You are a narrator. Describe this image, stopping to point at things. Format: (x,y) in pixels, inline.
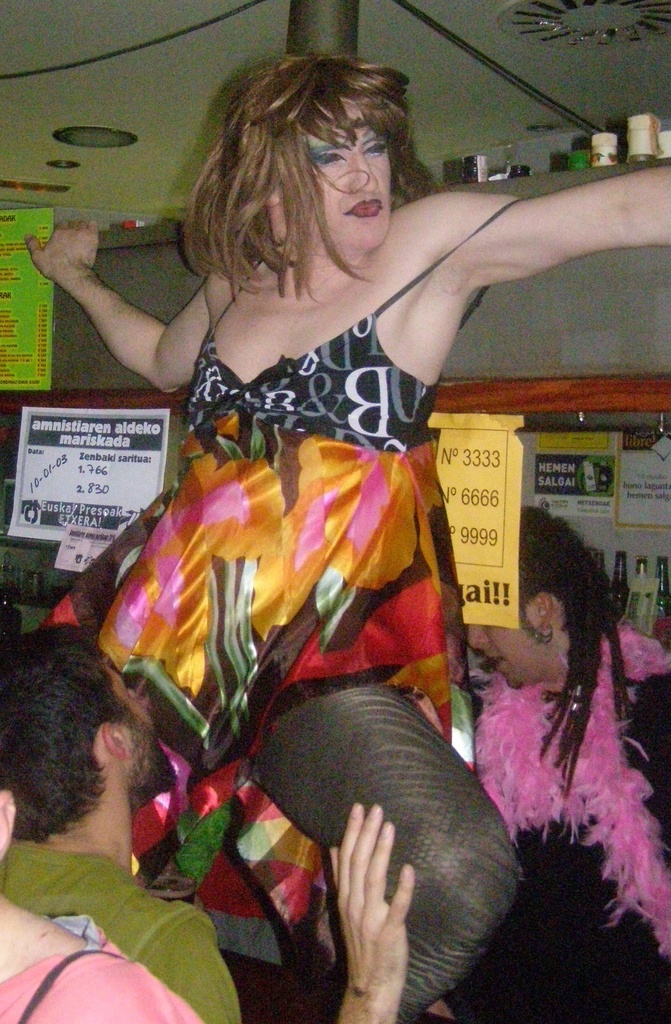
In this picture there is a person (260,399) in the center (317,584). At the bottom (85,784), there is a person (104,785) in green t shirt (84,877). Behind him, there is another person (39,976) in pink top (59,964). At the bottom right (563,879), there is a person (583,688) in black dress (567,843) and a pink scarf (552,744). In the background (170,420) there is a wall (91,336) with papers (466,423), boards (5,369) etc.
